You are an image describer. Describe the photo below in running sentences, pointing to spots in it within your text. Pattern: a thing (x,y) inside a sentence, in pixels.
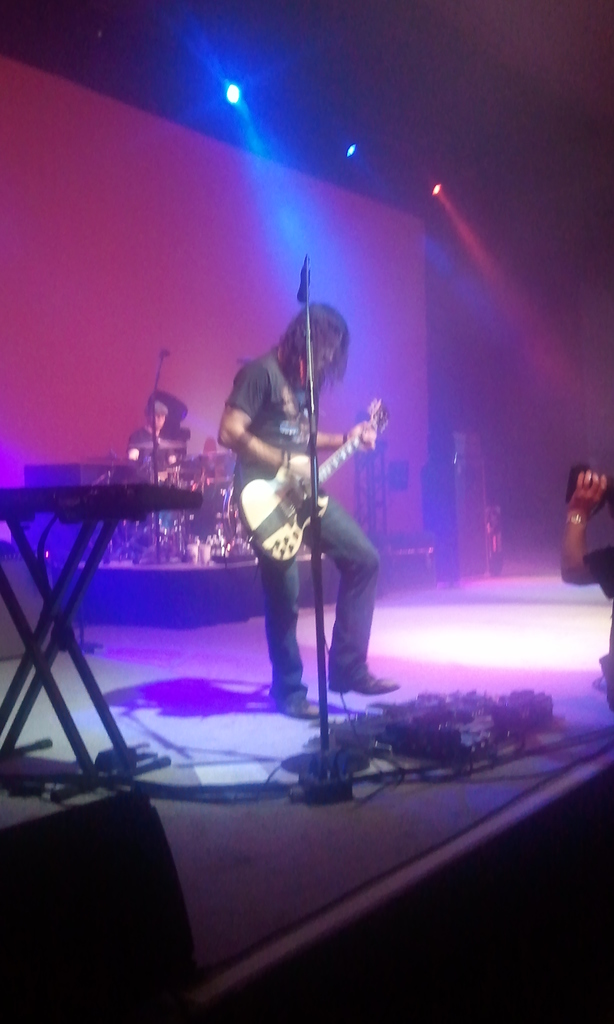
This image is clicked in a musical concert. There are lights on the top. There is a man (289,560) in the middle (352,551) who is playing guitar (313,515). There is a mic (314,461) in front of him. Wires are on the bottom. There are so many musical instruments (171,542) in this image.
